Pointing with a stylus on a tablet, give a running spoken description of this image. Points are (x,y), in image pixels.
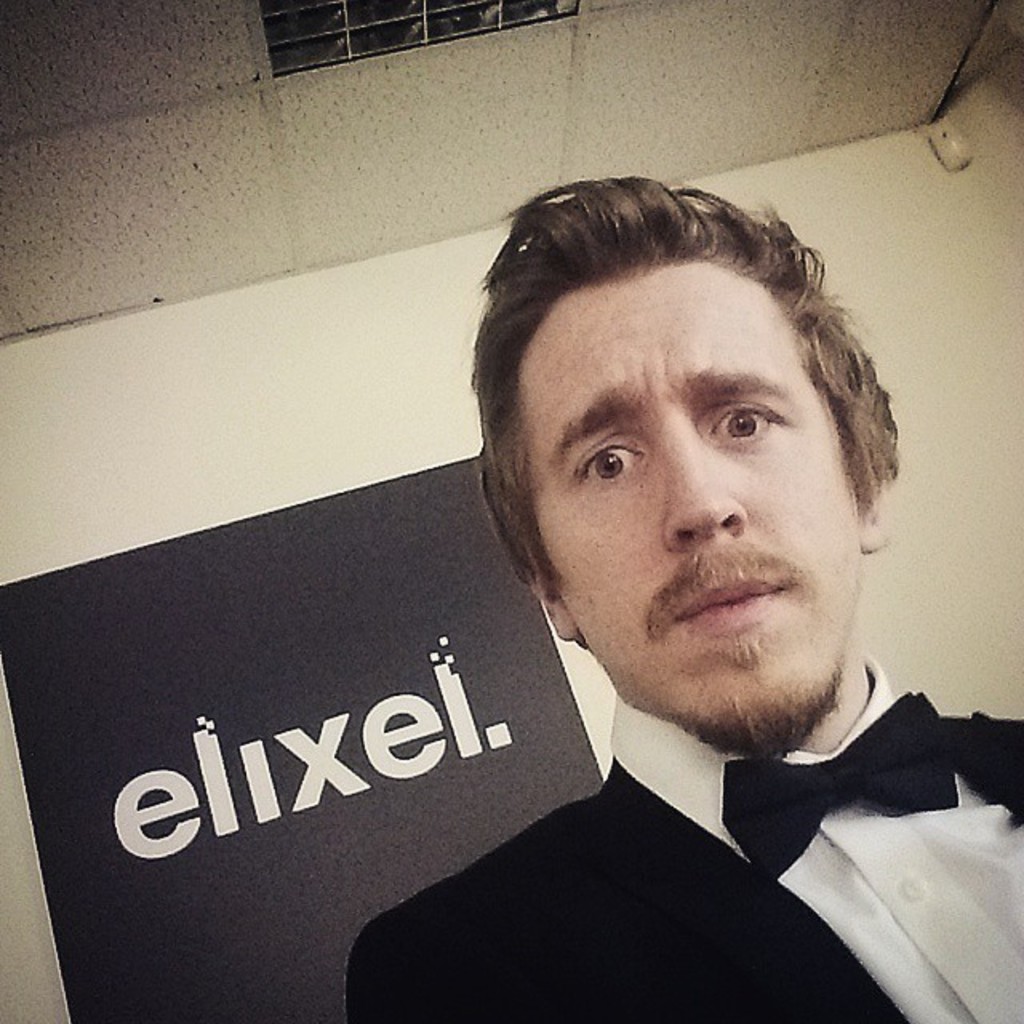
In this image we can see a man (660,566). In the background (352,779), we can see a banner (320,811), wall (377,322) and the roof (462,201).
